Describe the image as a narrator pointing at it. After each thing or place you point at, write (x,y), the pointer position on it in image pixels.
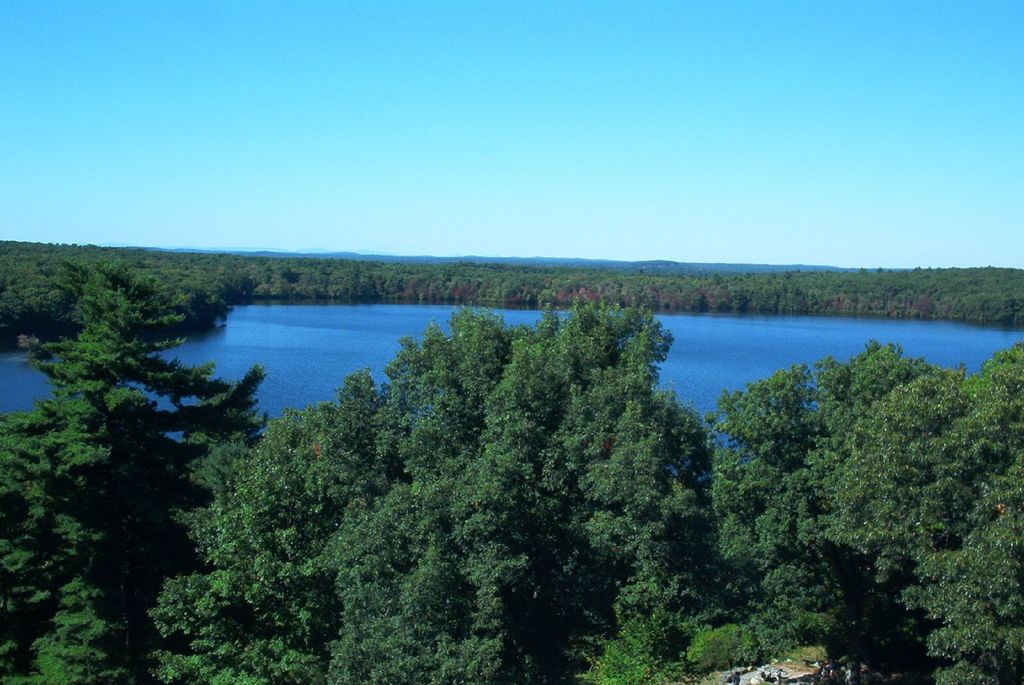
This image consists of many trees (192,324) and water (523,312). At the top (546,117), there is sky (18,71).
